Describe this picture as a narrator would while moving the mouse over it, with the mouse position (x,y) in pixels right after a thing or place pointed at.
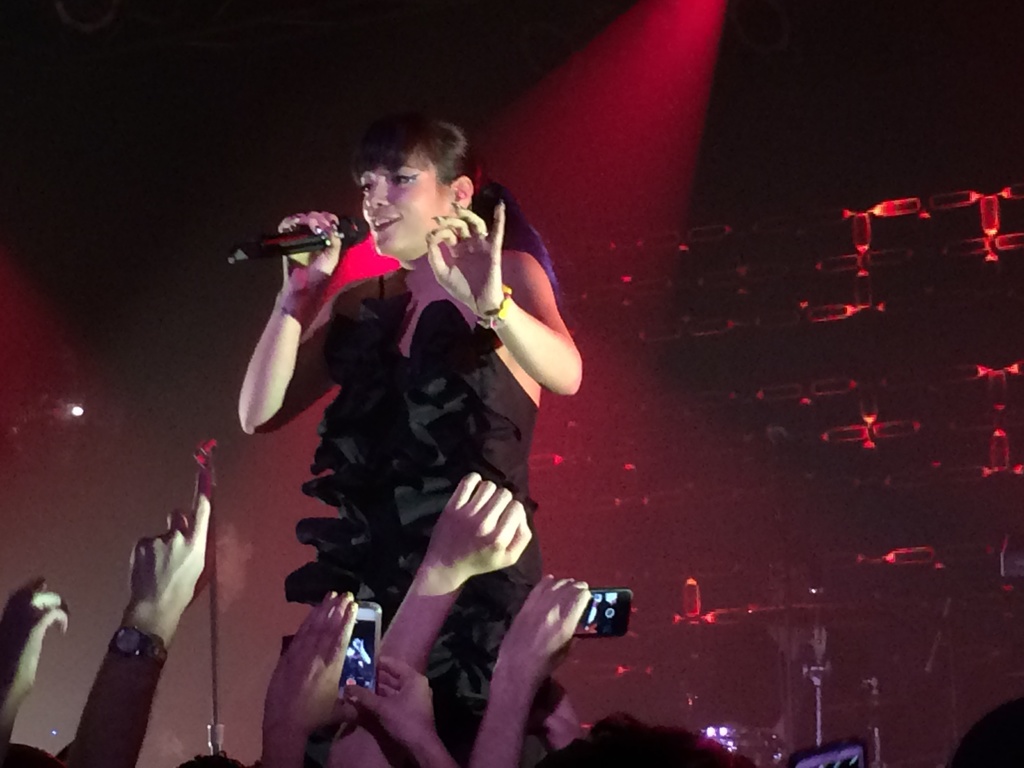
In this image we can see a woman (462,290) is standing and smiling, and holding a micro phone (340,234) in the hand (322,237), and here a group of persons (508,736) are standing.
